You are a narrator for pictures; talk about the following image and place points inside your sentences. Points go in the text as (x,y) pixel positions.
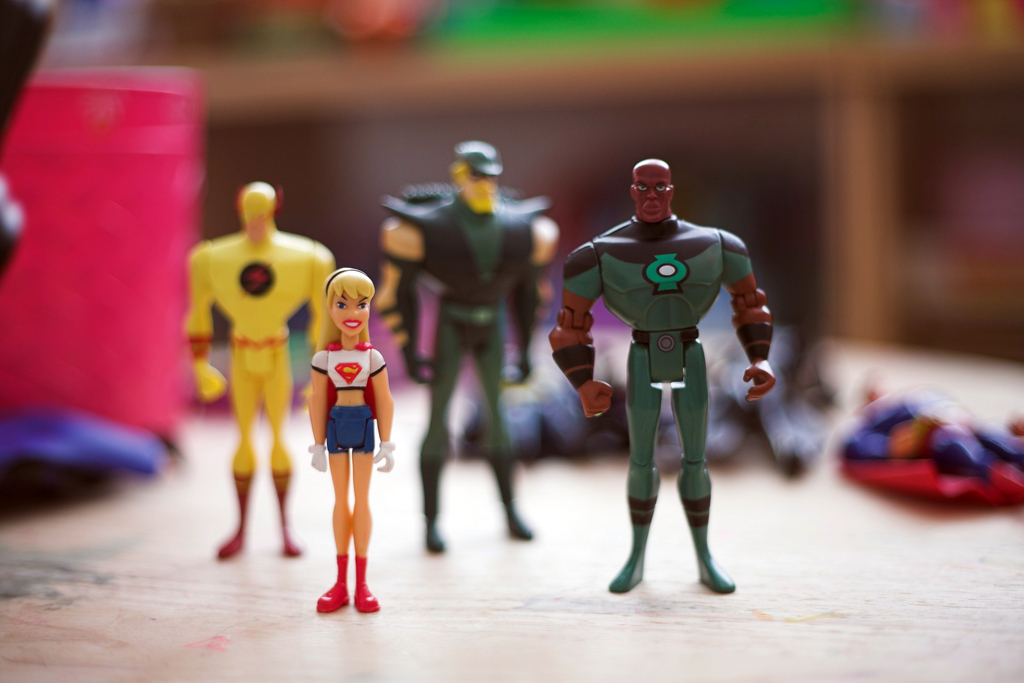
In the center of the image (363,376) we can see some toys (527,274) are present on the table (587,595). In the background (170,263) the image is blur.
